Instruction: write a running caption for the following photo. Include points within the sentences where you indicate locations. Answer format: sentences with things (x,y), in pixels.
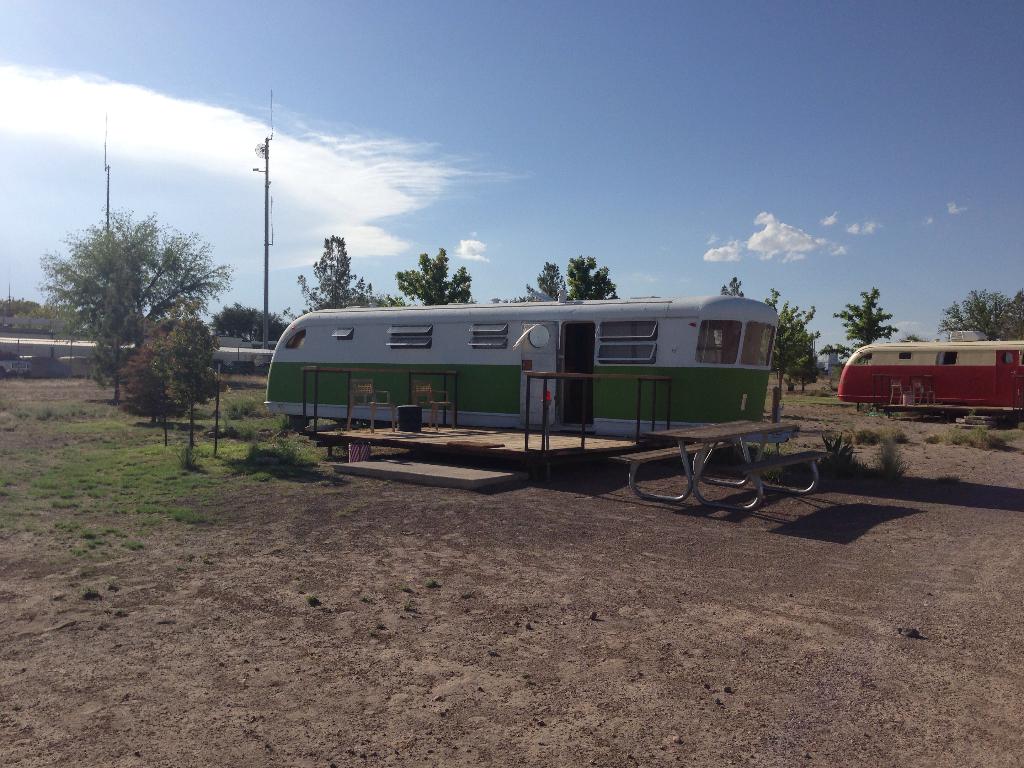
In this image there is the sky (632,137) towards the top of the image (675,149), there are clouds (397,176) in the sky (642,206), there are poles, there are trees (104,290), there are objects (715,339) that looks like a vehicle (651,350), there is ground (655,567) towards the bottom of the image (427,537), there are objects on the ground (215,512), there are plants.
